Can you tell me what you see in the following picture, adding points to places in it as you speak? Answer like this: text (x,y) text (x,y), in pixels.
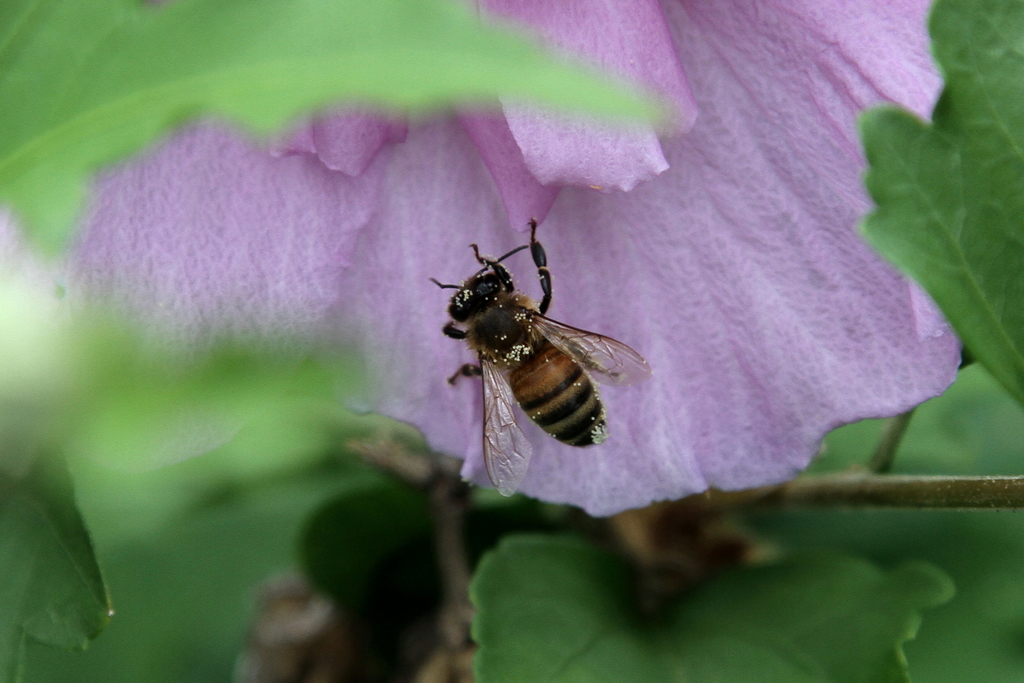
In this image we can see a honey bee (533,326) on the flower petal (721,328). Here the image is slightly blurred, where we can see leaves (942,415).
